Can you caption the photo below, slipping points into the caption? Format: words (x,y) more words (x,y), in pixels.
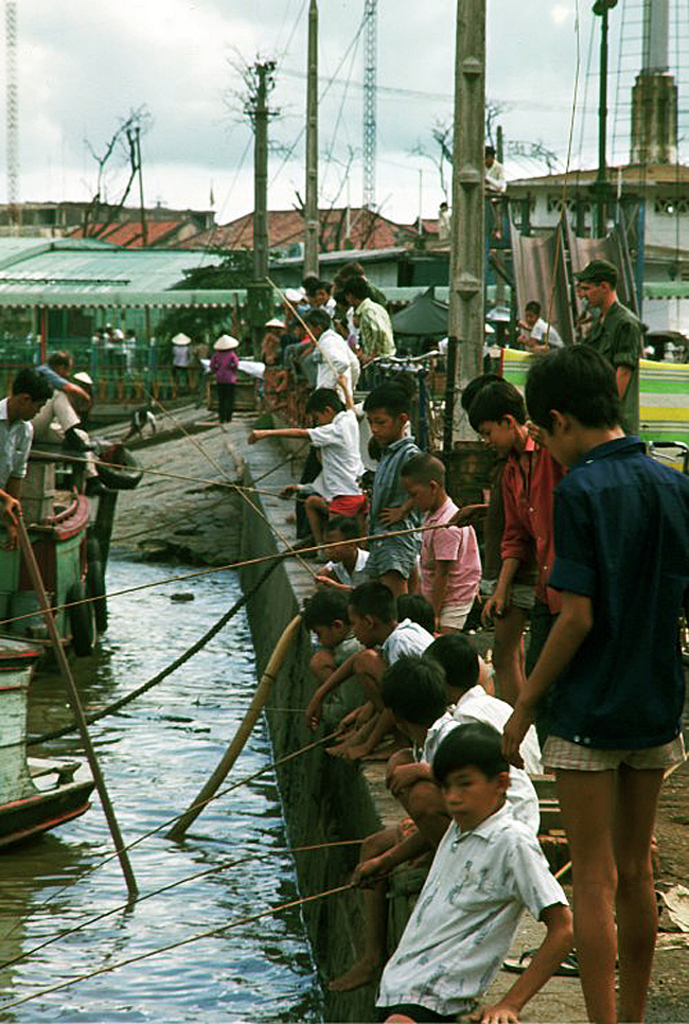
In this picture we can see some houses (82,258), few people (529,829) are sitting beside the water (234,690). Some are ships (24,805) in the water (184,744).
